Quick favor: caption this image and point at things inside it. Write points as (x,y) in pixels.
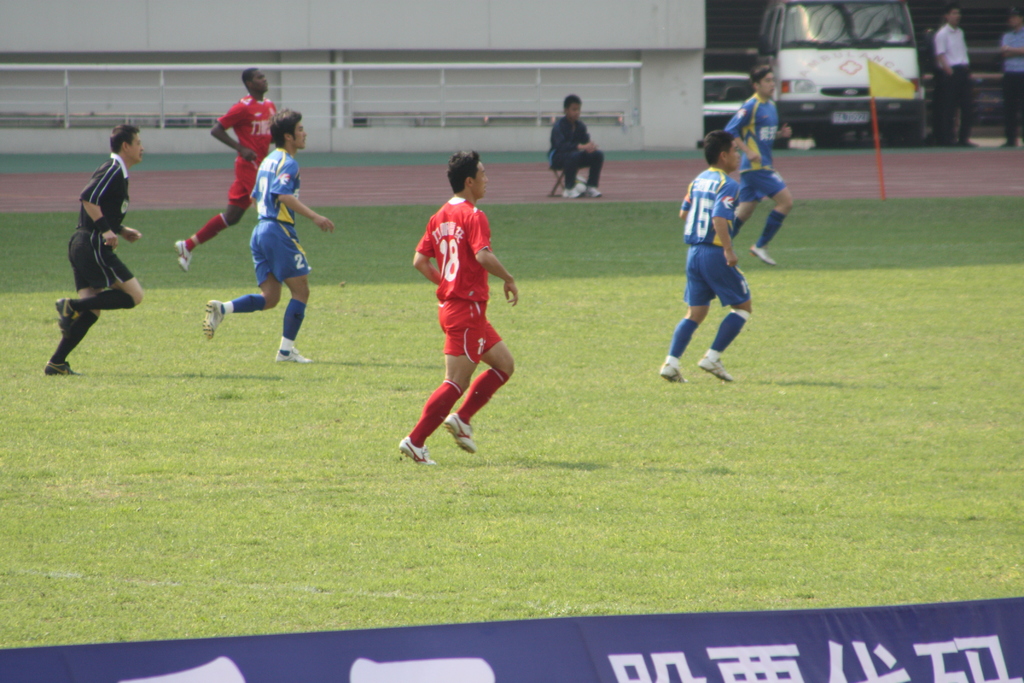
In this picture there is a poster (865,671) at the bottom side of the image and there are boys (444,315) those who are playing on the grassland (85,368) in the center of the image (674,366), there are other people (957,49) those who are standing in the top right side of the image (978,104) and there is a van (905,145), flag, and a boundary (600,119) at the top side of the image (517,9).
